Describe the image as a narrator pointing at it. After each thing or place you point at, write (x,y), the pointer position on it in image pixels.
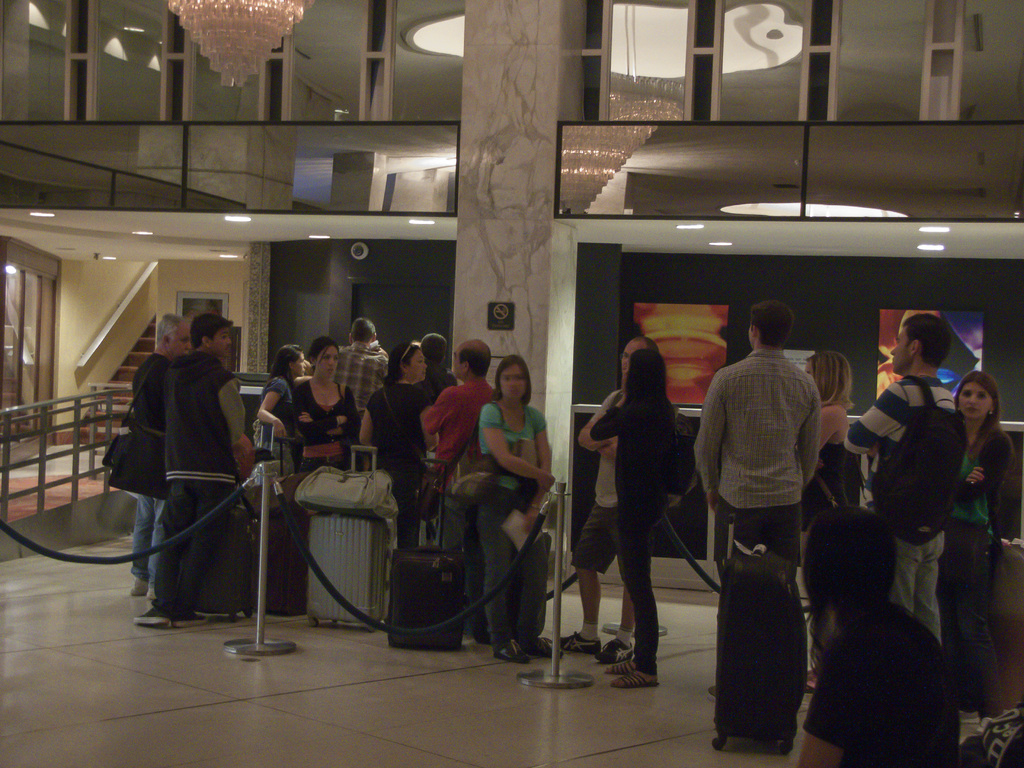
In this image we can see few people (598,433) standing. And we can see luggage (386,496). And there are poles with ropes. And we can see a building (204,223) with pillars (542,288), steps (153,330) with railing (45,446), glass walls (122,145), lights (895,212). At the top (187,24) there is a chandelier (215,20). On the left side (80,397) there is a railing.
